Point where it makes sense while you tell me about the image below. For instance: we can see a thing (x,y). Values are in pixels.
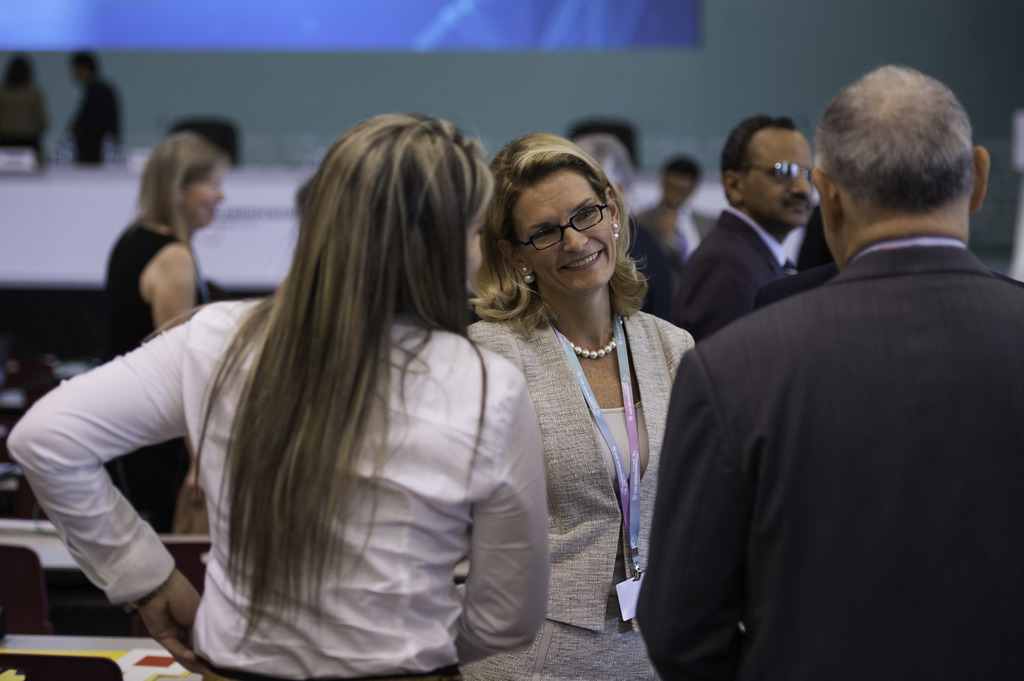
As we can see in the image there are group of people (349,548), chairs (44,357) and tables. In the background (791,56) there is a wall (792,81). The man (978,499) standing on the right side (971,488) is wearing black color jacket (916,431) and the woman (275,347) standing on the left side (217,408) is wearing white color dress (216,537).
